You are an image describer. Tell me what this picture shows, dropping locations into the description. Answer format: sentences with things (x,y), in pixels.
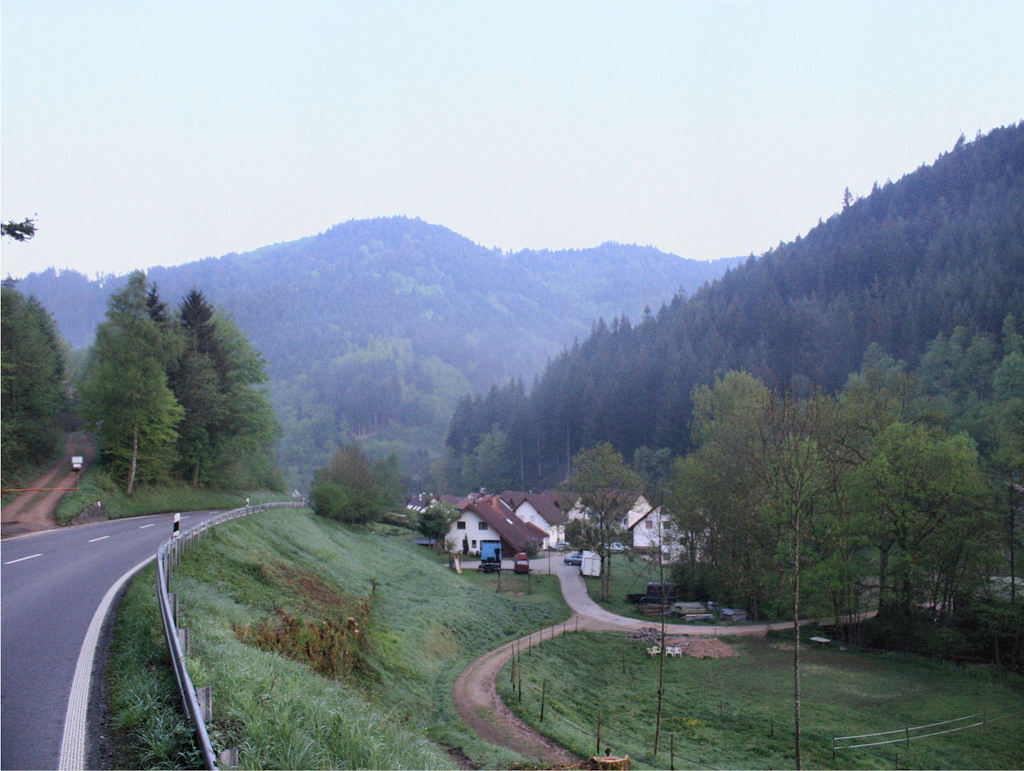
In this image we can some houses (482,539) and there are some trees (351,410) and grass (418,673) on the ground (481,685) and there is a road (85,552). We can see the mountains (594,279) in the background (946,255) and at the top (464,116) we can see the sky (464,116).
